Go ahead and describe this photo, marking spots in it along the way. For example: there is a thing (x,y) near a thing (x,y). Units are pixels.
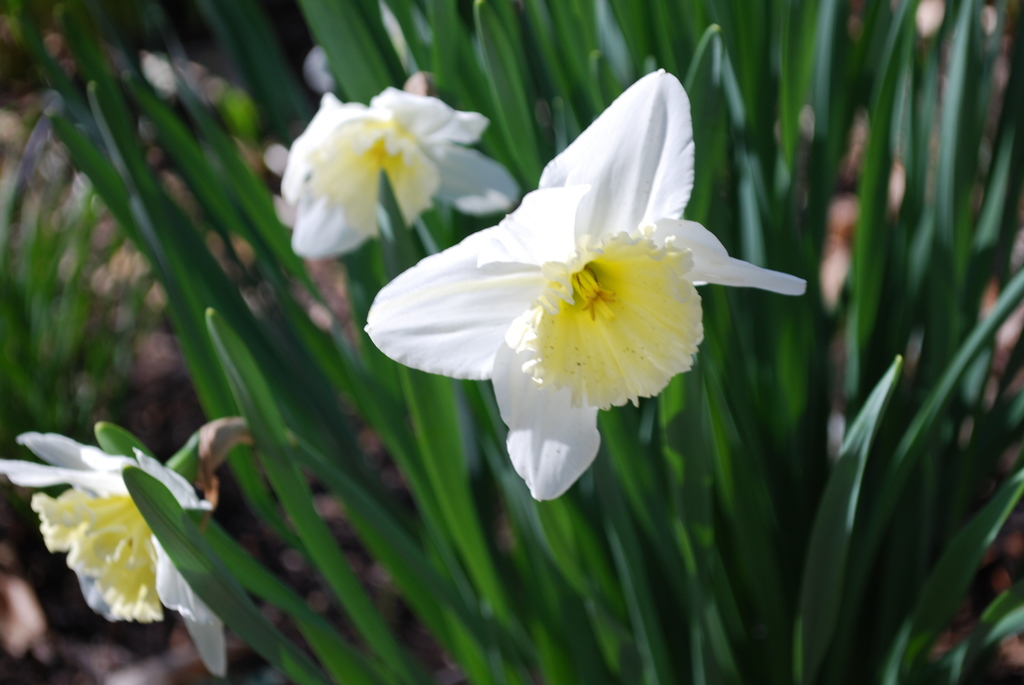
These are the beautiful white color flowers (409,363) and these are the green leaves (648,454).
